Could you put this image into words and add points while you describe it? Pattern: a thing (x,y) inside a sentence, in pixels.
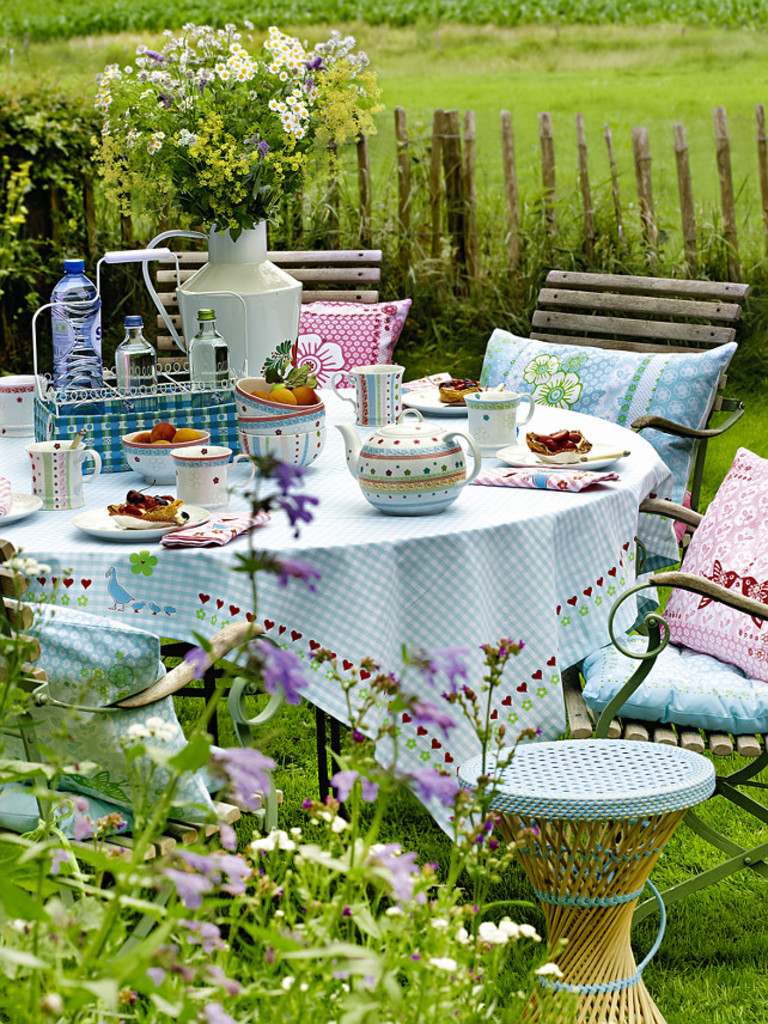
In this image, we can see cups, a kettle (410,442), bowls (276,433), fruits (287,396), bottles (77,356), a basket (177,411) and there are food items (447,386) and some other objects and a cloth (308,550) are on the table (278,584). In the background (490,356), there are chairs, cushions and there is a stool (577,773) and we can see a flower vase (228,306), a fence (460,182) and there are plants (41,150). At the bottom (658,911), there is ground (719,903).
